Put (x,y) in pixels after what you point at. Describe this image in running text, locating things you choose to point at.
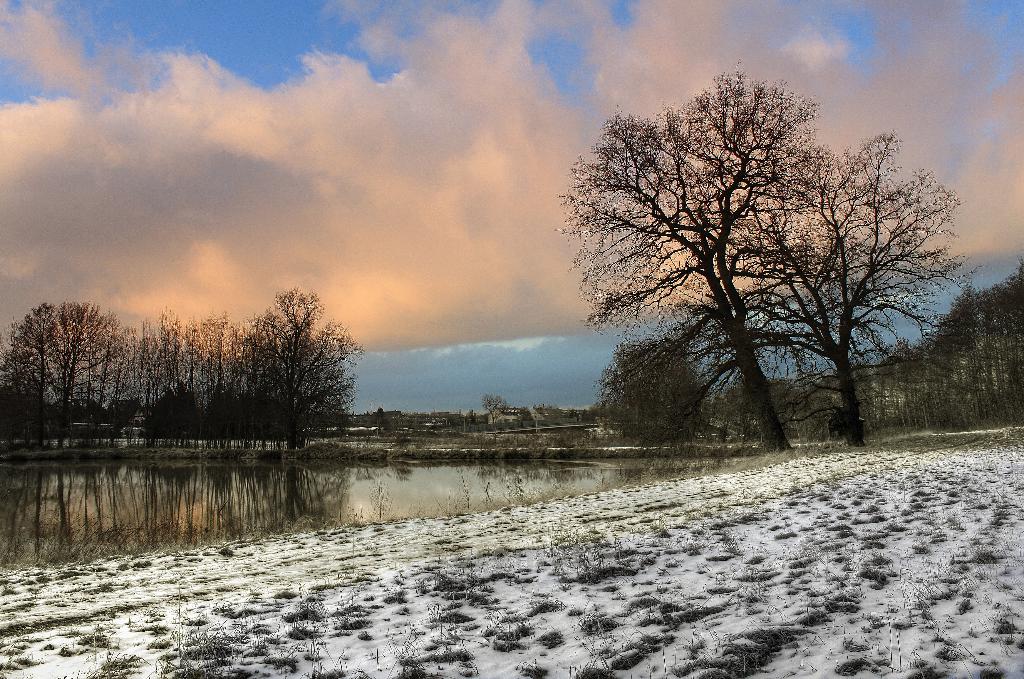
In this picture I can see the snow (625,610) at the bottom (712,628), on the left side (78,493) there is the water (277,508). In the background (224,407) I can see few trees (627,395), at the top (503,140) there is the sky (468,162).
